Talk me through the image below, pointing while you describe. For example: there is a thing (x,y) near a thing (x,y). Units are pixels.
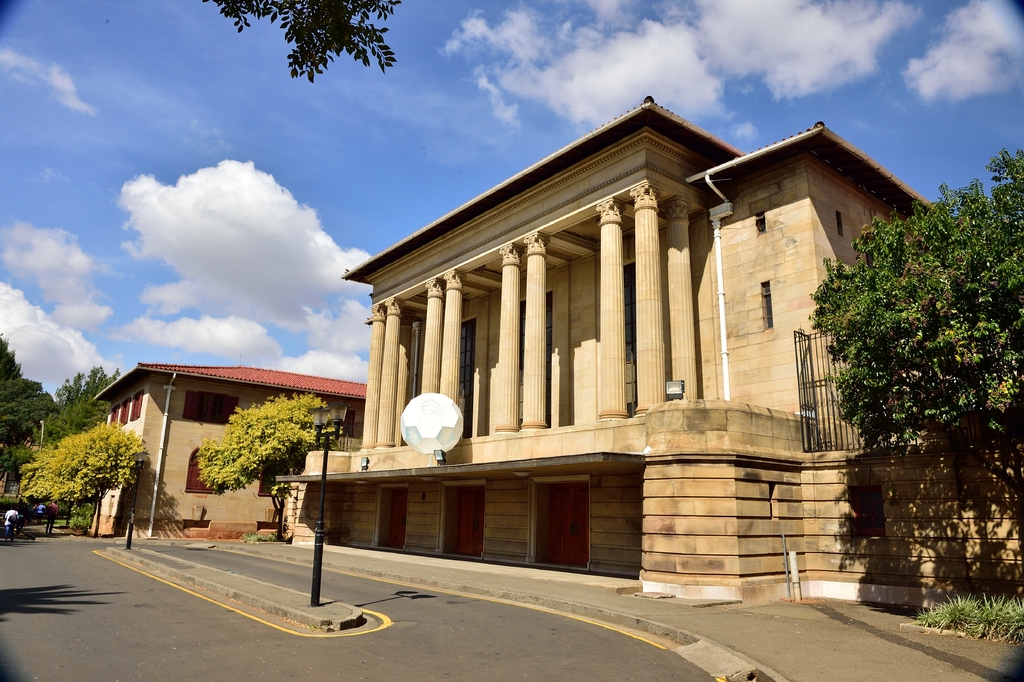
In this image in front (32,623) there is a road (273,568). There are poles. There are people (6,512). In the background of the image (106,495) there are trees (236,428), buildings (762,437) and sky (267,128).
